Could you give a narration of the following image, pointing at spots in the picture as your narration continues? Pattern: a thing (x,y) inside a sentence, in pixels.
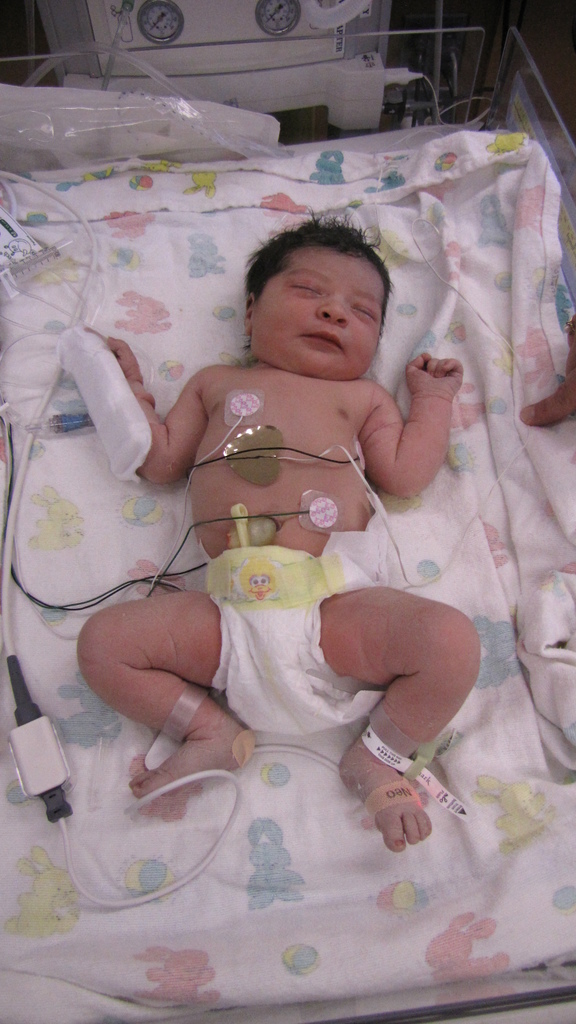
In the foreground of this image (424,728), there is a baby (181,436) lying on a bed (448,289) to which there are cables (358,460), few devices (316,507) attached. On the right (563,401), there is a finger (556,408) of a person (556,408). At the top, there are few objects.
